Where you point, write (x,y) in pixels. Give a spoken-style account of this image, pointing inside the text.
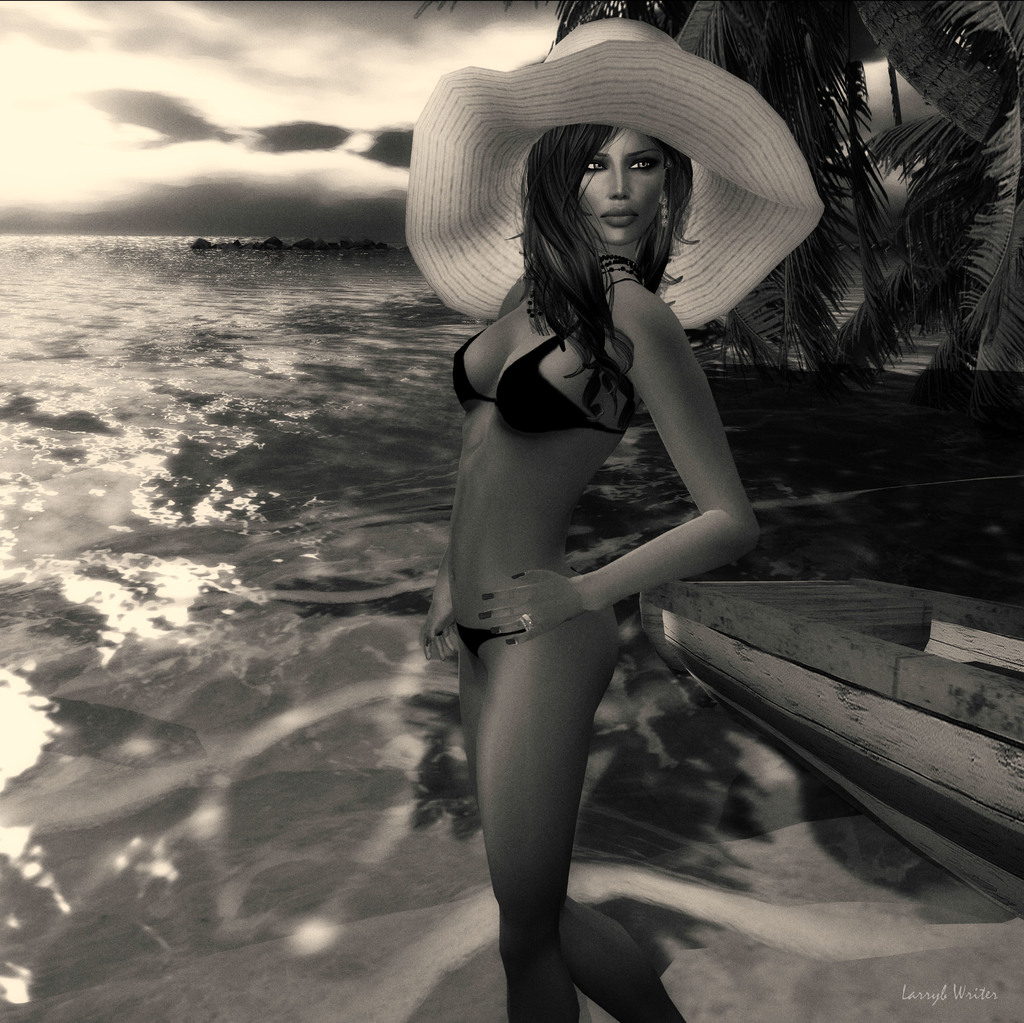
Here in this picture we can see an animated woman (506,589) wearing hat (679,105) on her and beside her we can see a boat (674,640) and we can see water (317,418) present all over there and we can see trees (837,254) and clouds (346,171) in the sky (290,150).
